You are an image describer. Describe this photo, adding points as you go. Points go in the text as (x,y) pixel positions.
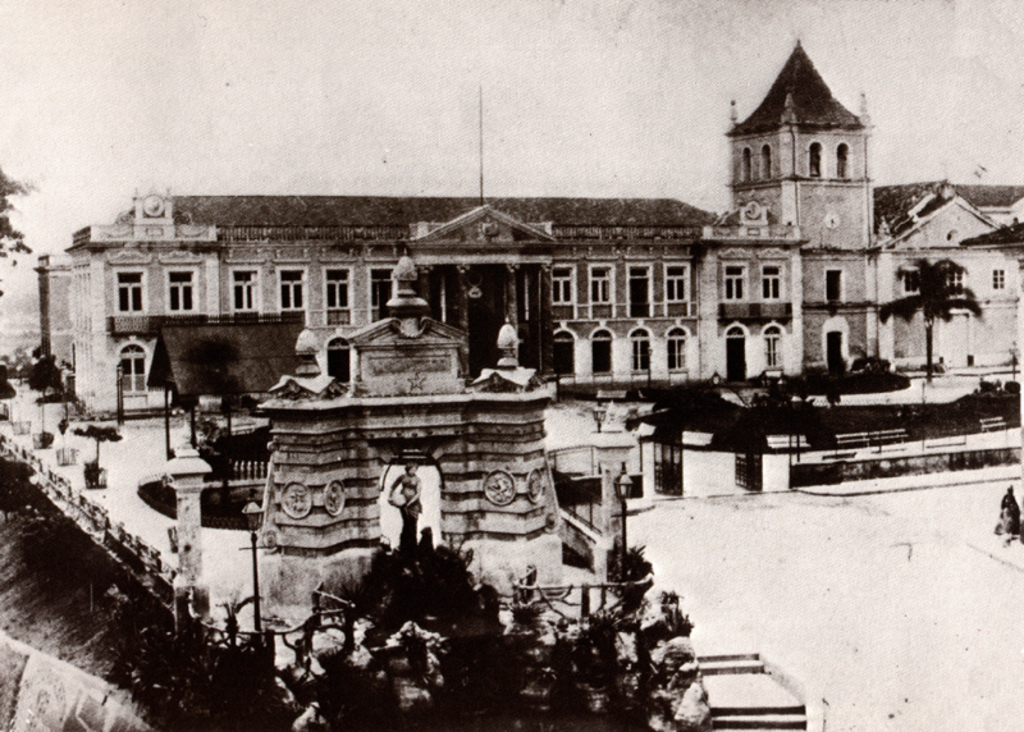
This is a black and white image on which we can see there is a building (74,288) and tree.
